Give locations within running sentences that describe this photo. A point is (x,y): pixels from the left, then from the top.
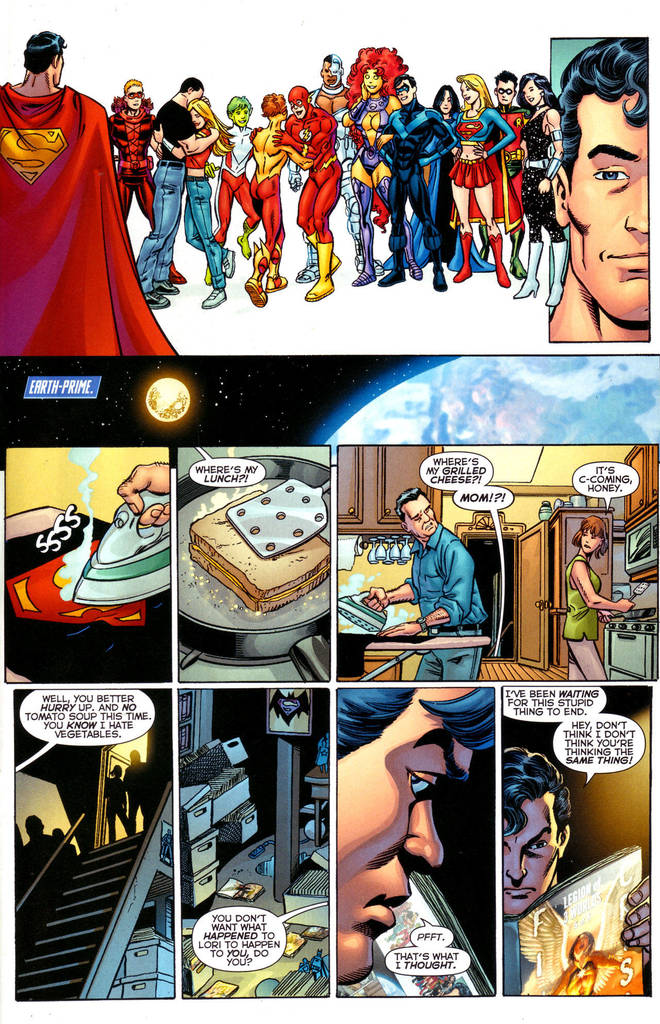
In the given image i can see a cartoon pictures (603,254) and some text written on it.
